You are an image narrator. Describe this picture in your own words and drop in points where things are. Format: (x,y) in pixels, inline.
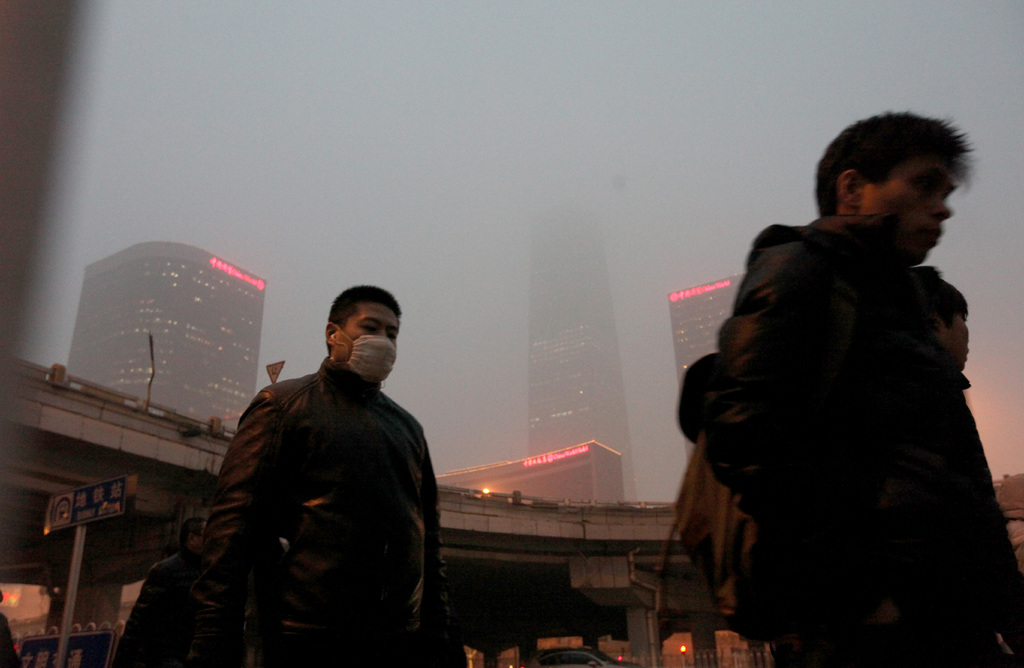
There are few people (346,524) standing. This looks like a flyover (574,523). I can see a board (74,491), which is attached to a pole (62,656). These are the buildings (536,342) and skyscrapers (607,324). I think these are the name boards (678,295), which are attached to the buildings (250,291). At the bottoms of the image, that looks like a vehicle (565,664).
